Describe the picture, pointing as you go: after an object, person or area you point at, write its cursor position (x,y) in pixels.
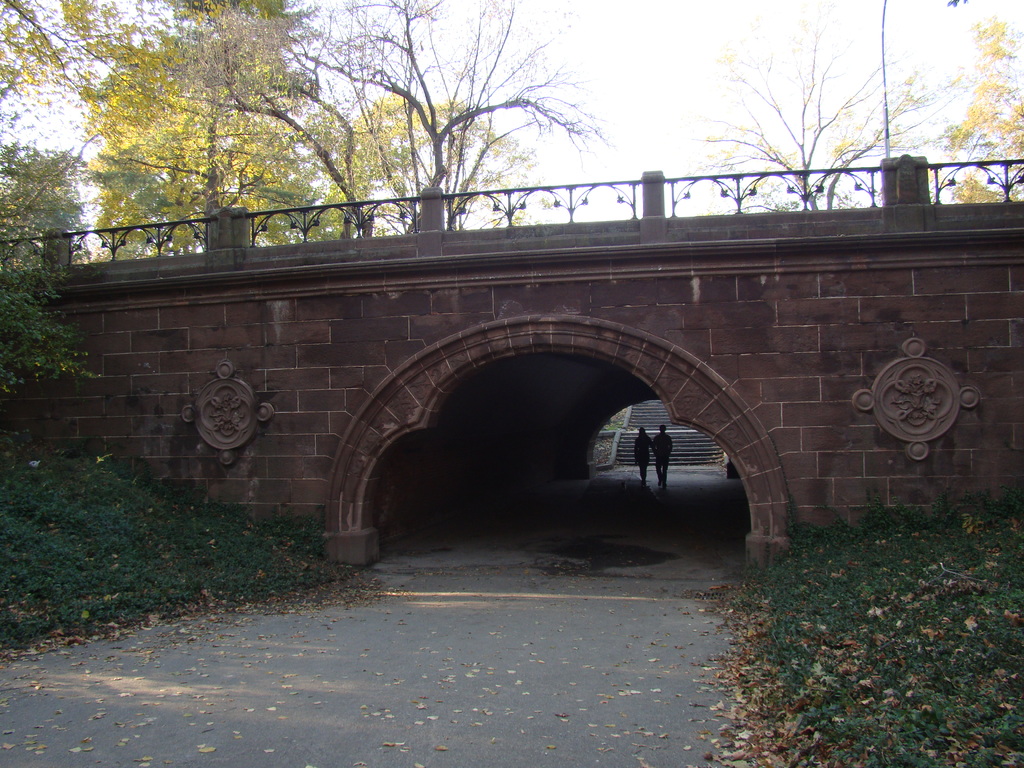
In the image we can see an arch (660,381) and it looks like the bridge (456,262). Here we can see the stairs (638,428) and there are two people (641,469) wearing clothes (654,445). Here we can see stairs (682,459), road (594,632) and grass (112,564). Here we can see trees (183,113) and the sky (644,75).
